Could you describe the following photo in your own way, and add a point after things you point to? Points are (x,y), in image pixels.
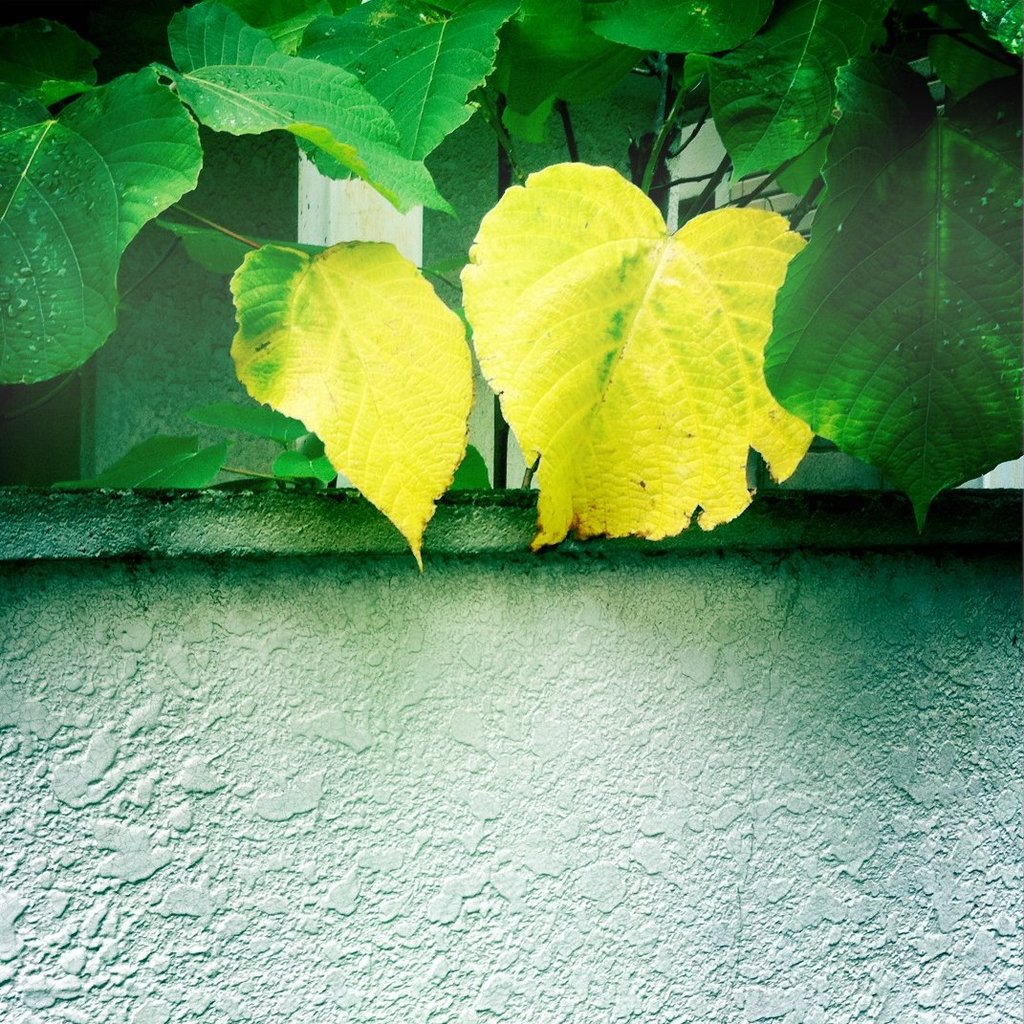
As we can see in the image there is a wall (574,733) and plants (565,103).
